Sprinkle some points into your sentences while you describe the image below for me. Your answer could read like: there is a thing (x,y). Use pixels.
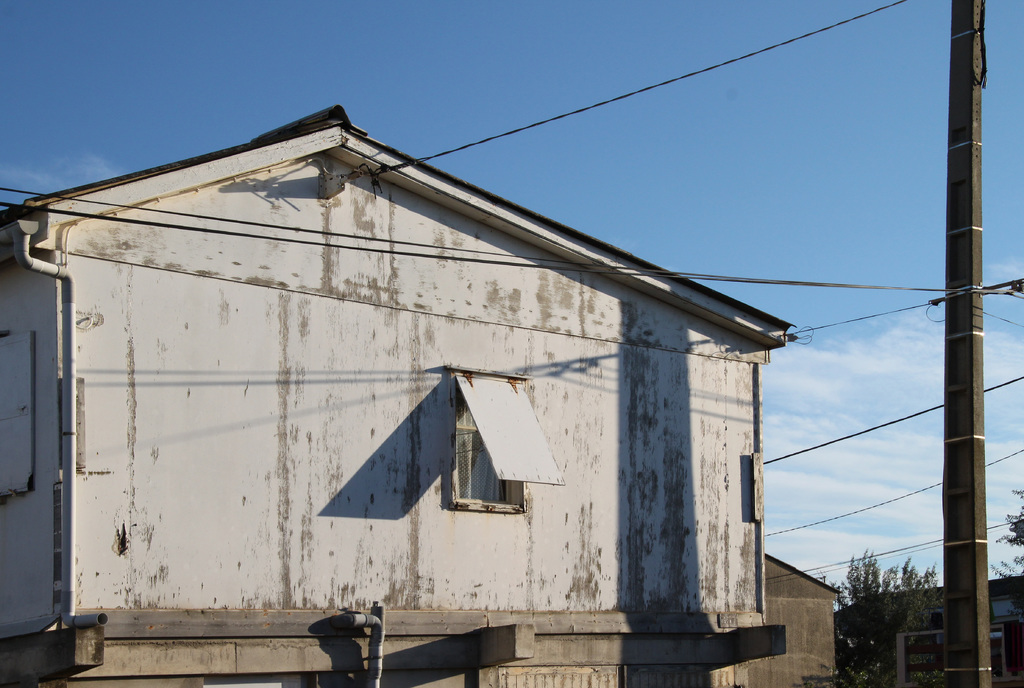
It is a house (566,603), at the top (474,103) it is the sky (348,67).
